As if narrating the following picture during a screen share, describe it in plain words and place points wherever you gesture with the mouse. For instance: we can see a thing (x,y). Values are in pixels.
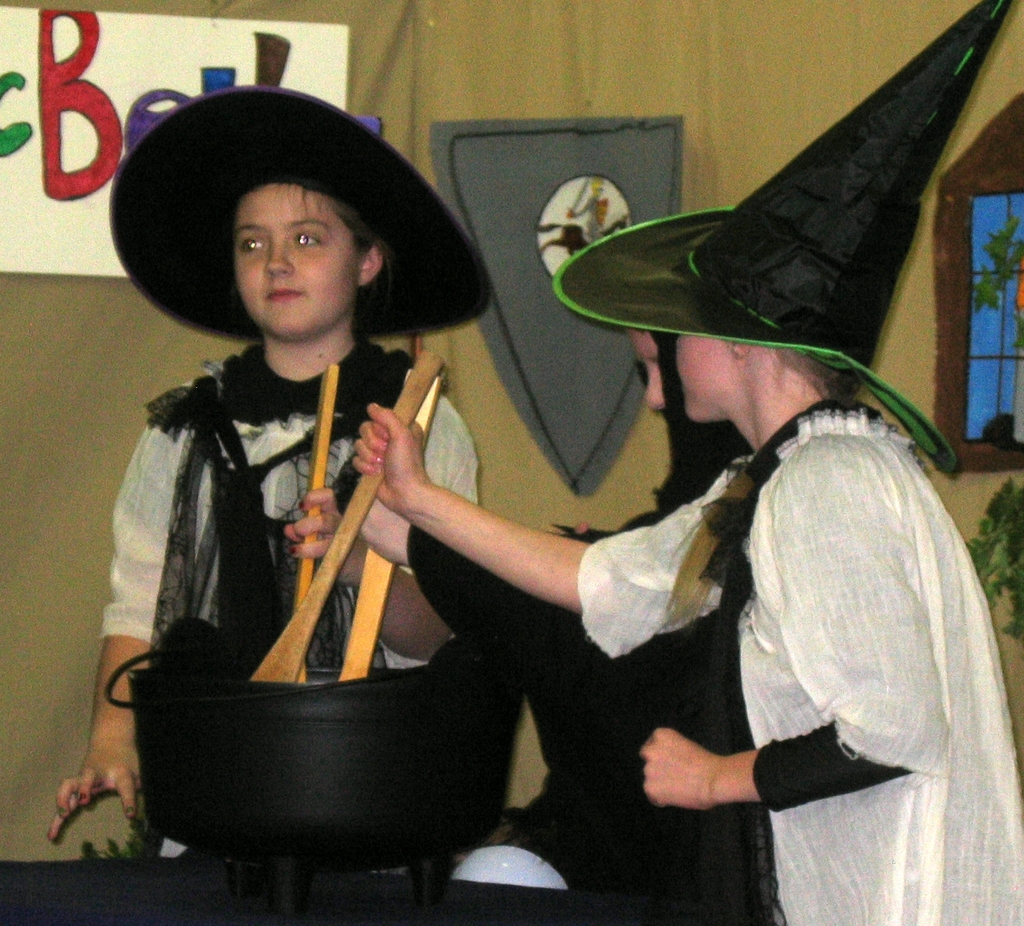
In this picture I can see few girls (615,566) standing, They wore caps (794,271) on their heads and they are holding serving spoons (372,557) in their hands (432,489) and i can see a vessel (242,877) on the table (334,877) and few cloths (760,123) on the background (1005,276) and i can see a placard (154,116) with some text (60,62) to the cloth (464,58).
